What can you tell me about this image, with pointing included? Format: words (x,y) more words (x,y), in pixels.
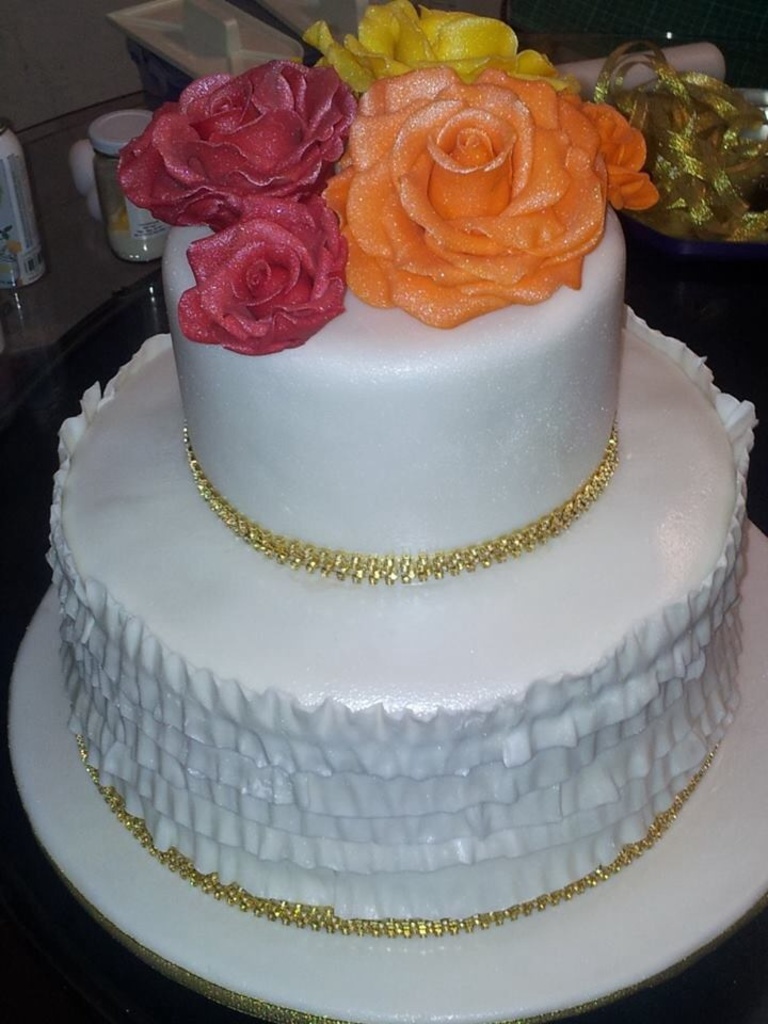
In this image we can see there is a cake (328,663) and some other objects (675,178).
